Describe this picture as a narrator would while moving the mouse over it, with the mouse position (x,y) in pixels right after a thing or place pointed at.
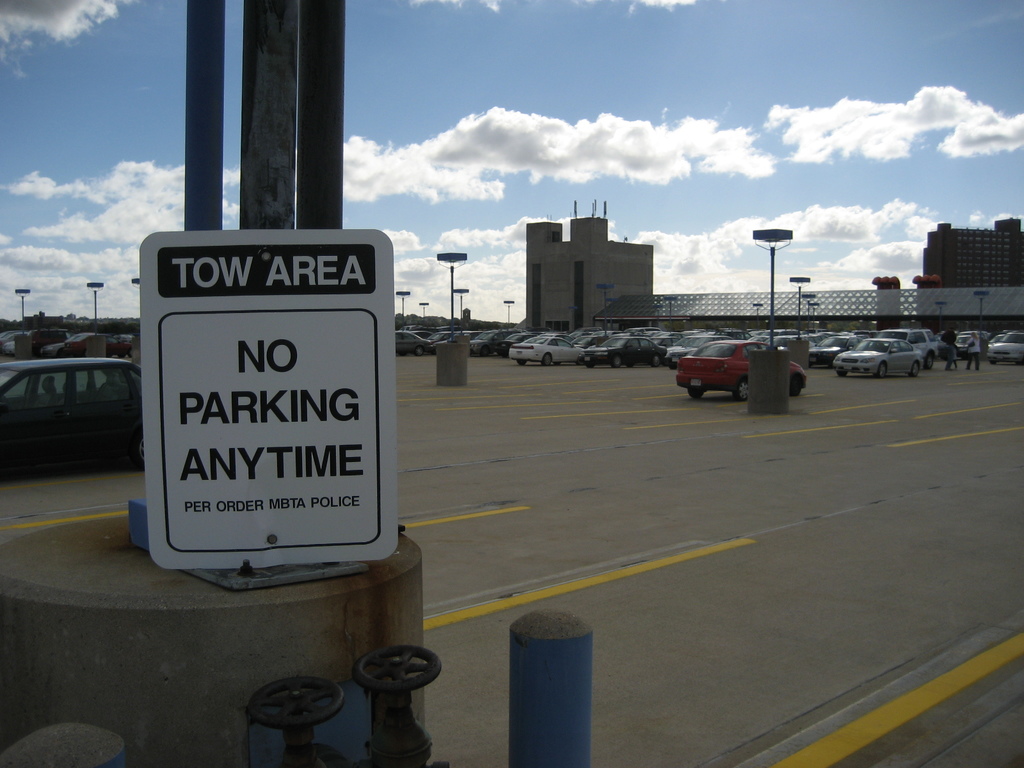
In this picture there are vehicles (830,334) on the road (939,664). In the foreground (385,312) there is a board (313,237) on the pole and there is text (297,407) on the board (250,401). At the back (768,309) there are buildings (996,278) and street lights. At the top (650,59) there is sky (676,62) and there are clouds (632,170). At the bottom (728,529) there is a road (432,367).
